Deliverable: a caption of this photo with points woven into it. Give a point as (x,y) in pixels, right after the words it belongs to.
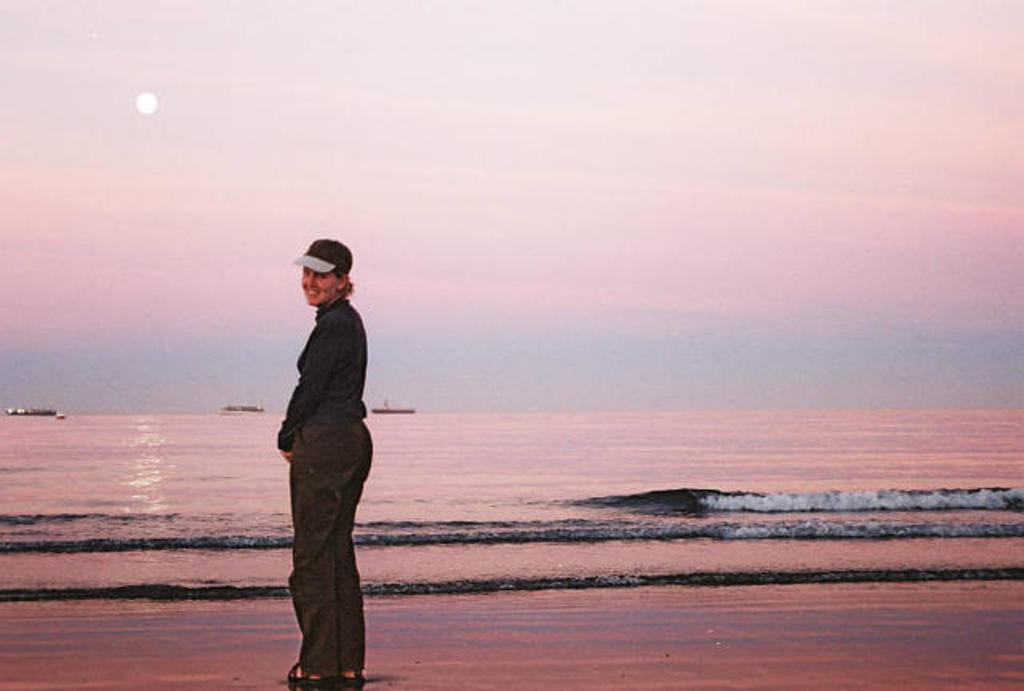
In the image there is a woman (345,300) standing and smiling, behind her there is a sea (230,432) and there are three boats (249,409) sailing on the sea (421,449).
